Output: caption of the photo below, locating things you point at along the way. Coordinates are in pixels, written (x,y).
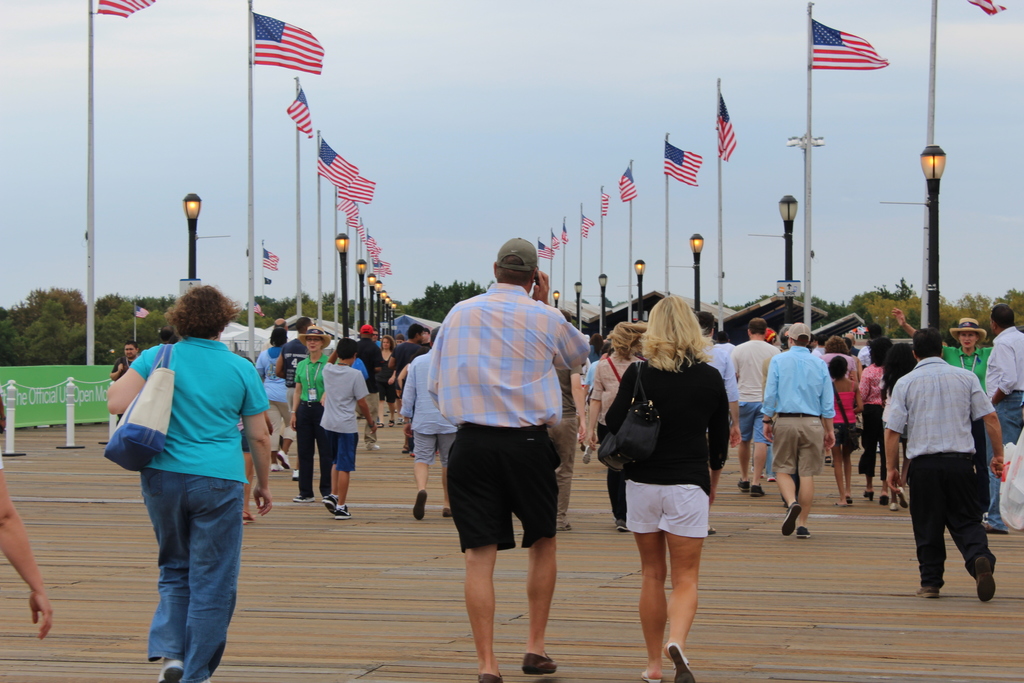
In this image we can see a group of persons (277,324). Behind the persons (500,302) we can see sheds (732,329) and poles (189,275) with lights (370,272) and flags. On the left side (74,422), we can see the poles (72,412) and banners (35,378) with text (44,398). In the background (24,345), we can see a group of trees (892,303). At the top (471,154) we can see the sky (398,111).
